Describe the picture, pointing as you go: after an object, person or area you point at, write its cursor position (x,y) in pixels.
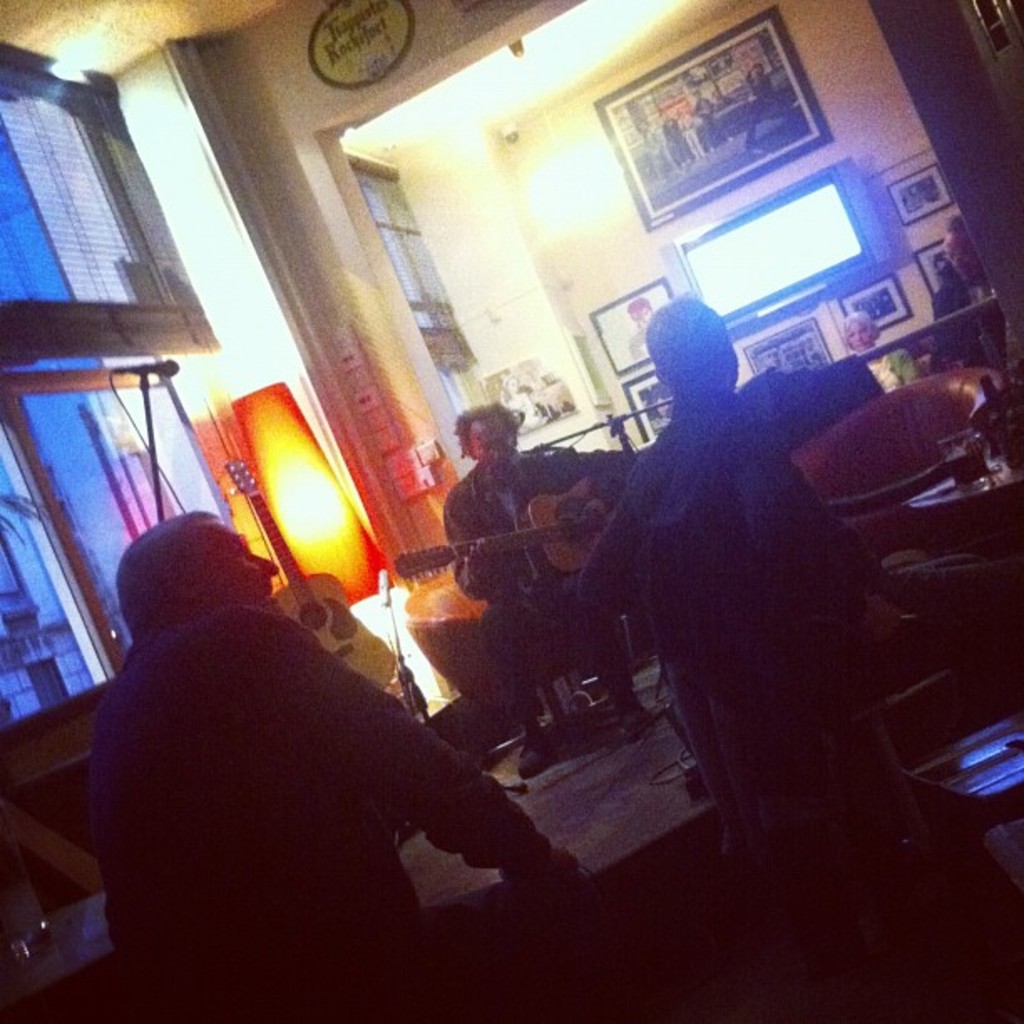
In this image I can see a group of people (564,603) are playing musical instruments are sitting. In the background (452,344) I can see a wall (589,338), photo frames (600,338), TV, board (337,63), windows (14,405), lamp (320,511), mike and so on. This image is taken may be in a hall (858,1020).
